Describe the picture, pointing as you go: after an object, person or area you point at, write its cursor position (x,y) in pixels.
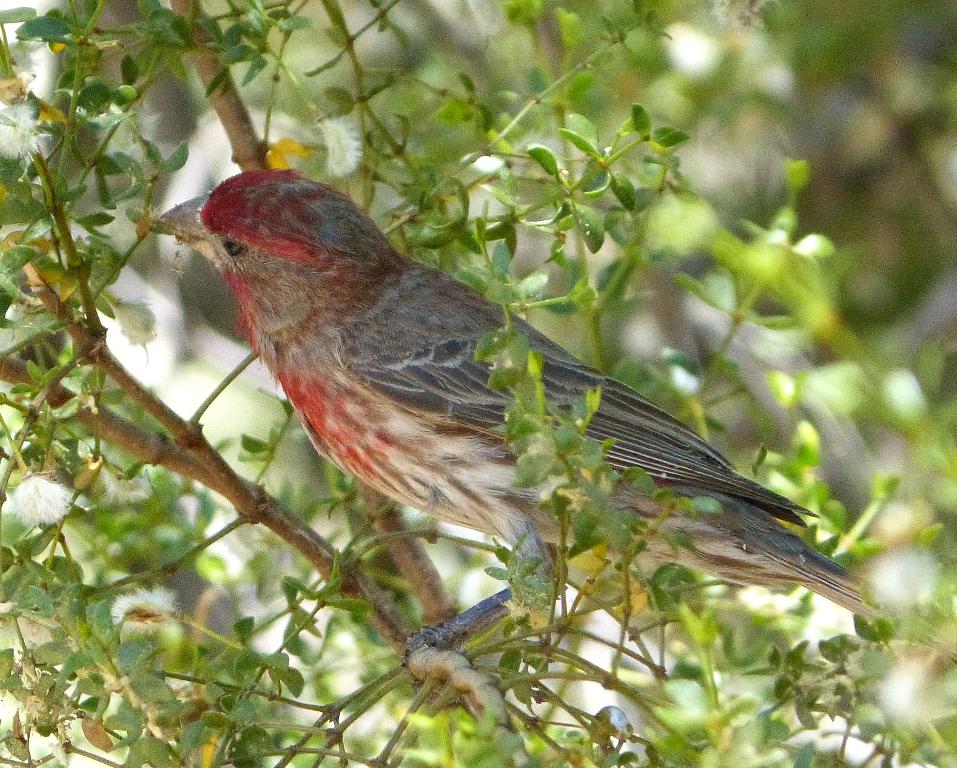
In this picture I can see there is a bird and there are a few stems (413,704) around it with leaves (466,746) and the backdrop of the image (738,122) is blurred.
